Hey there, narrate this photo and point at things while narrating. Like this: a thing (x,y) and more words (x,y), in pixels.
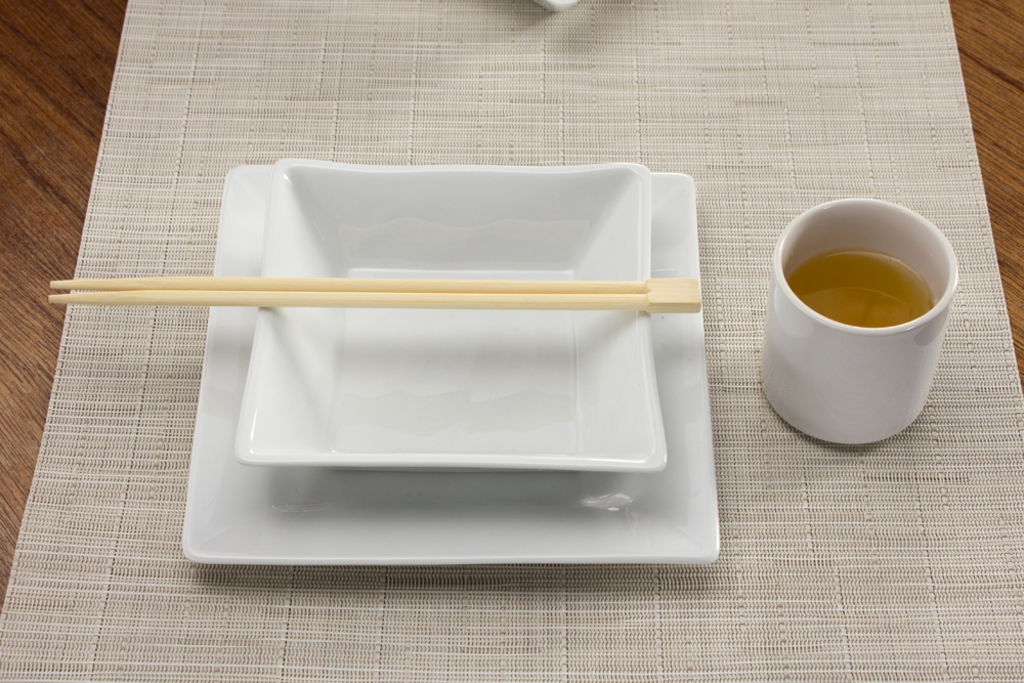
We can see two plates (550,342), chopsticks (603,304) and a cup of drink (842,315), table mat (897,100) on the table (997,66).
